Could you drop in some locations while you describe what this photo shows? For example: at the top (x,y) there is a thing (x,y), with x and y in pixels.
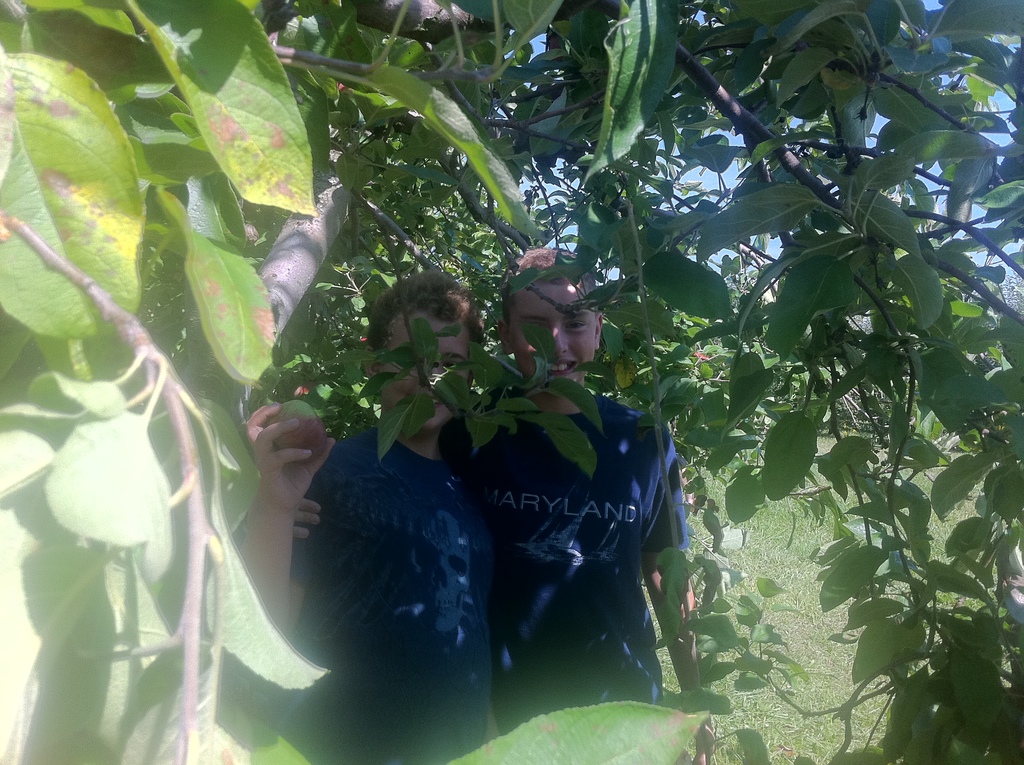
This picture is clicked outside. In the center (440,505) we can see the two persons (444,490) wearing blue color t-shirts (454,501) and standing, we can see the trees (281,198), grass (775,526) and a fruit (293,441). In the background (735,176) we can see the sky (735,176) and some other objects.
